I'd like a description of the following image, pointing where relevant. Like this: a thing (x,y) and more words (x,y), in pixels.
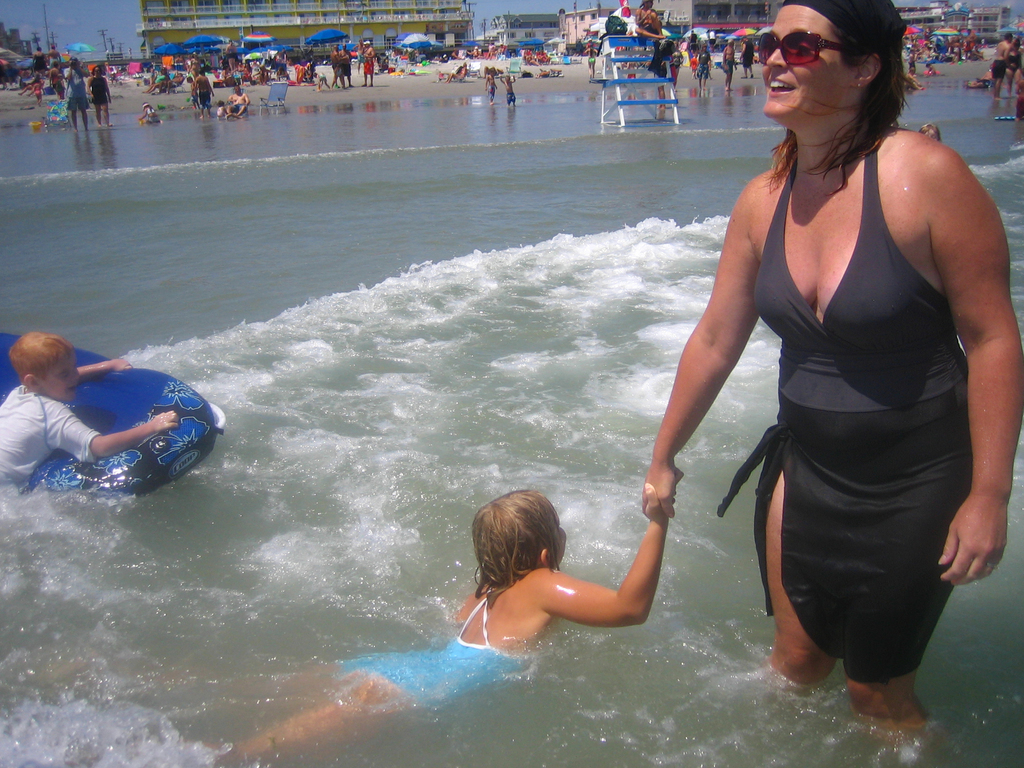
On the right (858,151) a woman (815,199) is standing in the water (760,648) and the water (632,729) is up to her knees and she is holding a girl hand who is in the water (437,597) too and on the left (172,391) there is a kid (21,397) on a swimming object (134,378) on the water (231,362). In the background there are many persons (371,77) on the sand (386,75), umbrellas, poles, buildings (270,1) and sky (74,17).
